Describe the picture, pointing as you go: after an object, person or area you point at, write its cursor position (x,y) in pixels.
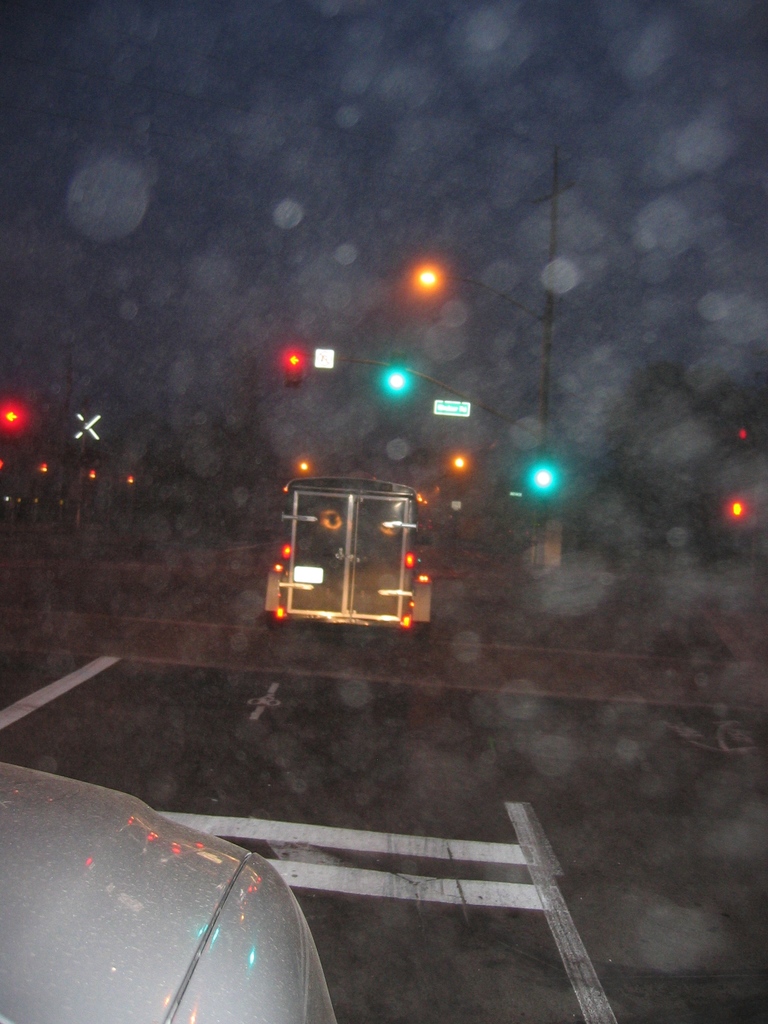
In this picture there is a white vehicle (133,945) in the left corner (161,951) and there is another vehicle (307,593) and few traffic lights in front of it.
